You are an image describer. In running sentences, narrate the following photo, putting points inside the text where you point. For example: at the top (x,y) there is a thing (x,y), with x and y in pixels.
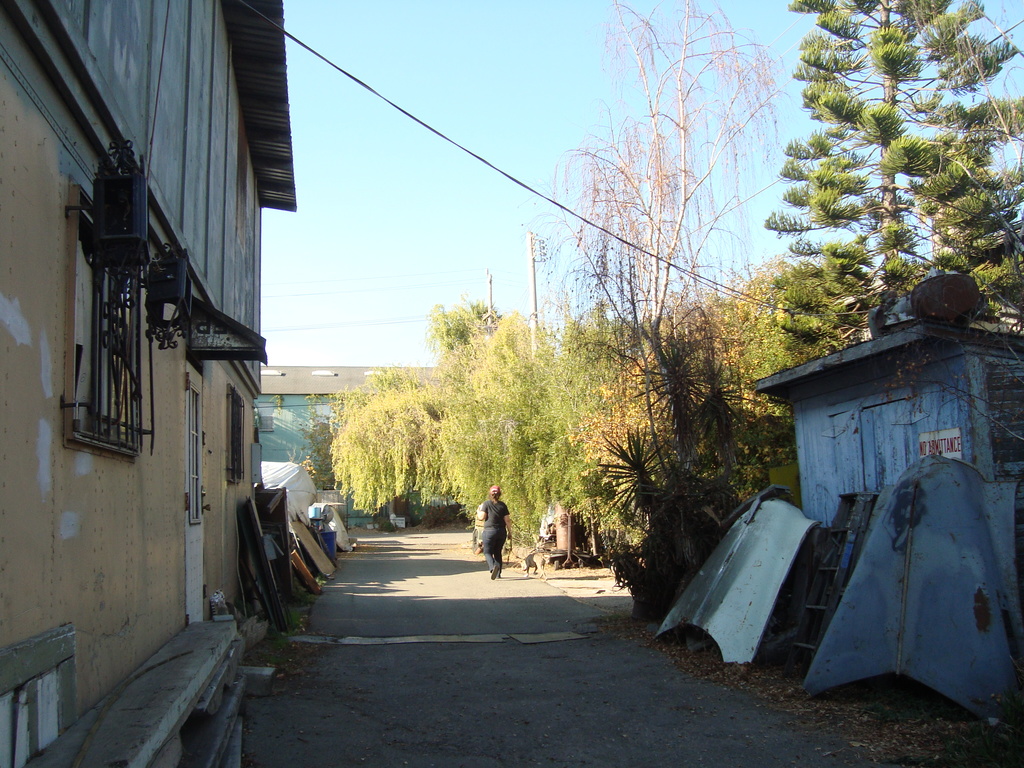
In this picture I can observe a building (71,341) on the left side (172,413). On the right side (771,388) I can observe wooden cabin (855,478). In the middle of the picture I can observe a path (370,548). I can observe trees (441,416) in this picture. In the background (482,247) there is sky (426,141).
